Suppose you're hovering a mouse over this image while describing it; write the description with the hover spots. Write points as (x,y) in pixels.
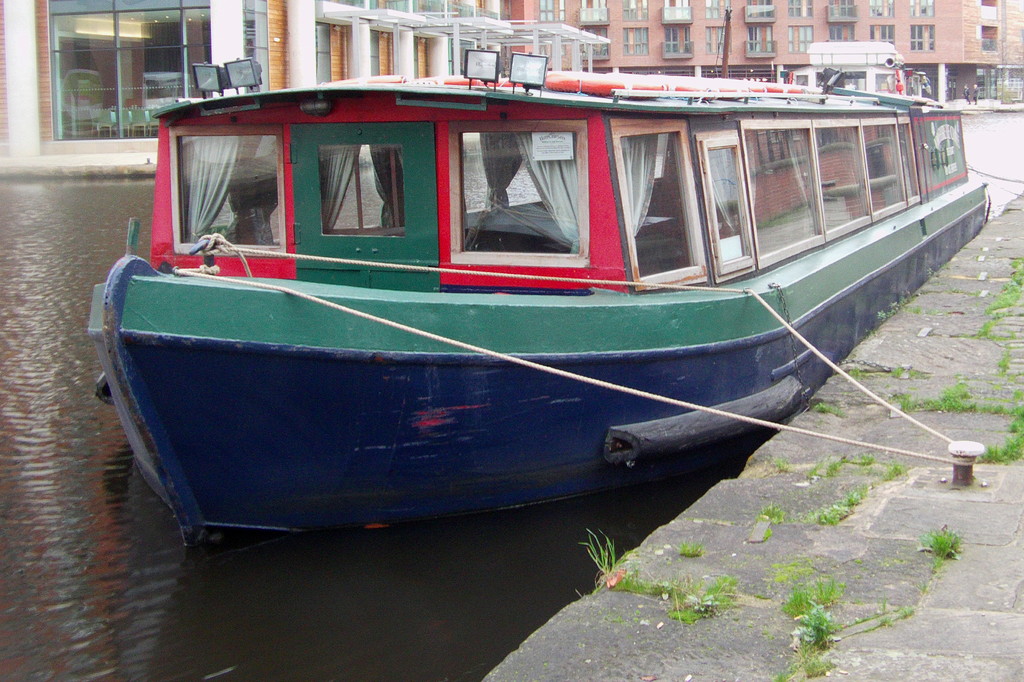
In this picture I can see the path (969,632) on the right side of this picture (915,341) and I see the grass (731,586) on it and in the middle of this picture (428,423) I can see the water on which there are boats (645,191) and in the background (42,66) I can see the buildings (888,16) and few people (974,99).
